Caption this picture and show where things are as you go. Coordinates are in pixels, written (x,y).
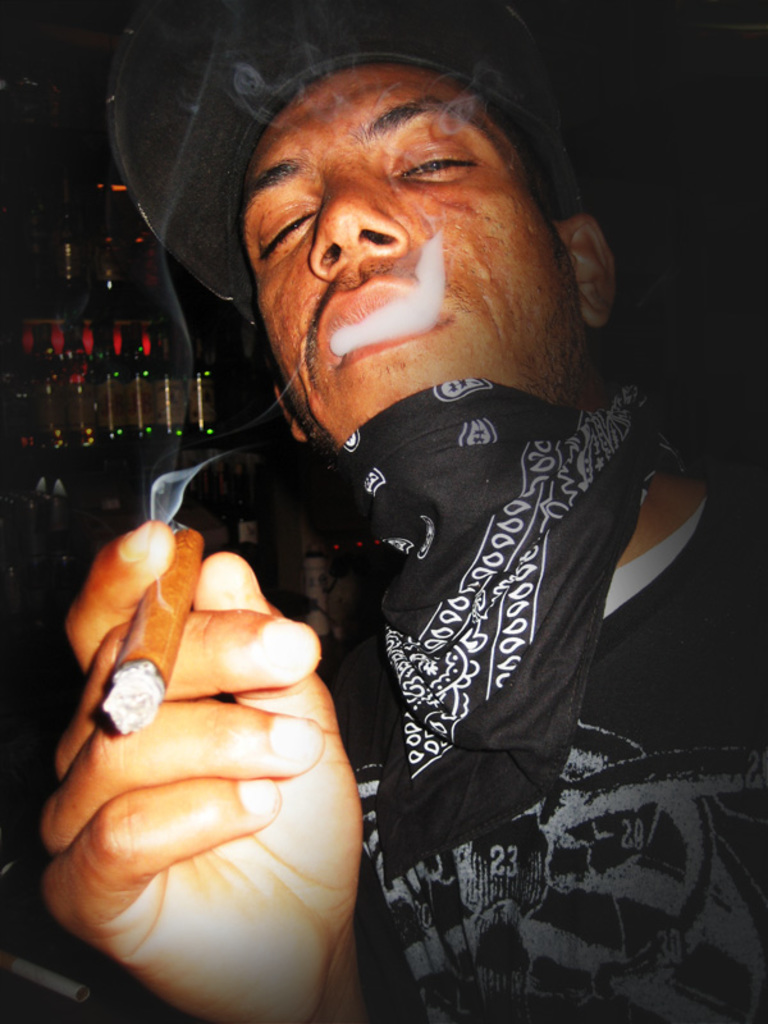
There is a man (262,669), he is smoking and behind him there are some alcohol bottles (62,369), the man (409,420) is wearing a black shirt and black hat (127,124).
